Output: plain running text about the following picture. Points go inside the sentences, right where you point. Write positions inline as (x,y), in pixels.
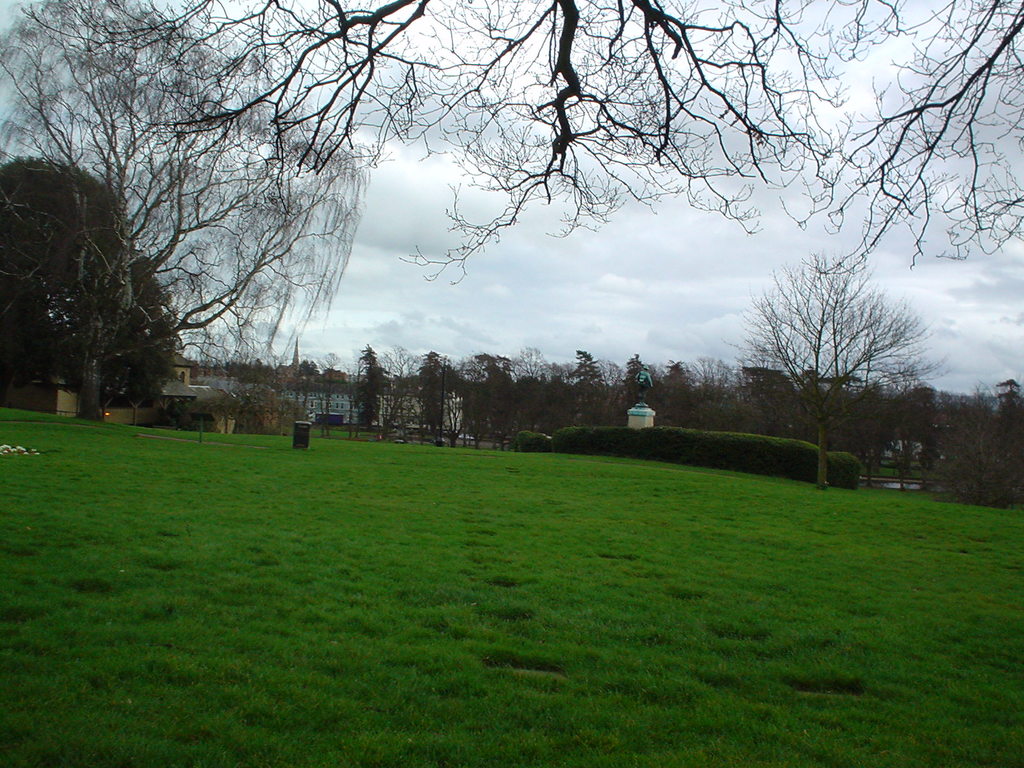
This is an outside view. At the bottom of this image (211,648) I can see the grass (578,611) in green color. In the background (604,412) there are some trees (158,369) and a building (335,405). On the top of the image (602,74) I can see the sky (553,226).
